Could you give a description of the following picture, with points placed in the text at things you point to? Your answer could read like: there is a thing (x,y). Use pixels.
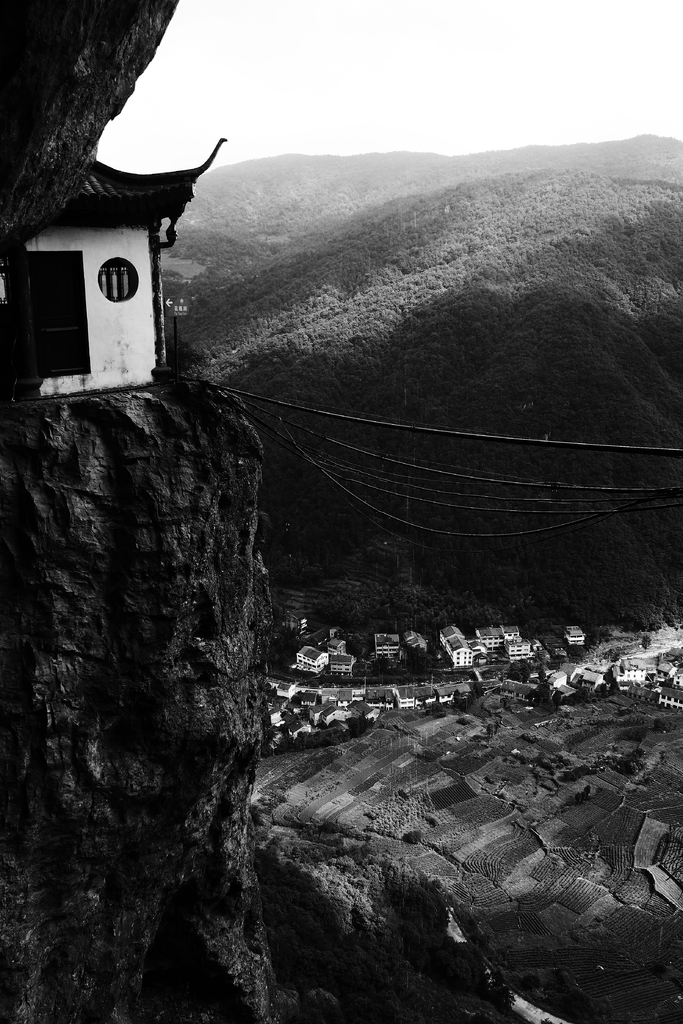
This is a black and white picture. On the left side (150,362), we see the rocks (68,545) and a building (94,322) in white color. We see the wires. At the bottom (357,884), we see the trees (396,905). In the middle (318,649), we see the buildings (308,664). There are trees (477,305) and the hills (446,284) in the background (459,221). At the top (417,126), we see the sky (376,86).
